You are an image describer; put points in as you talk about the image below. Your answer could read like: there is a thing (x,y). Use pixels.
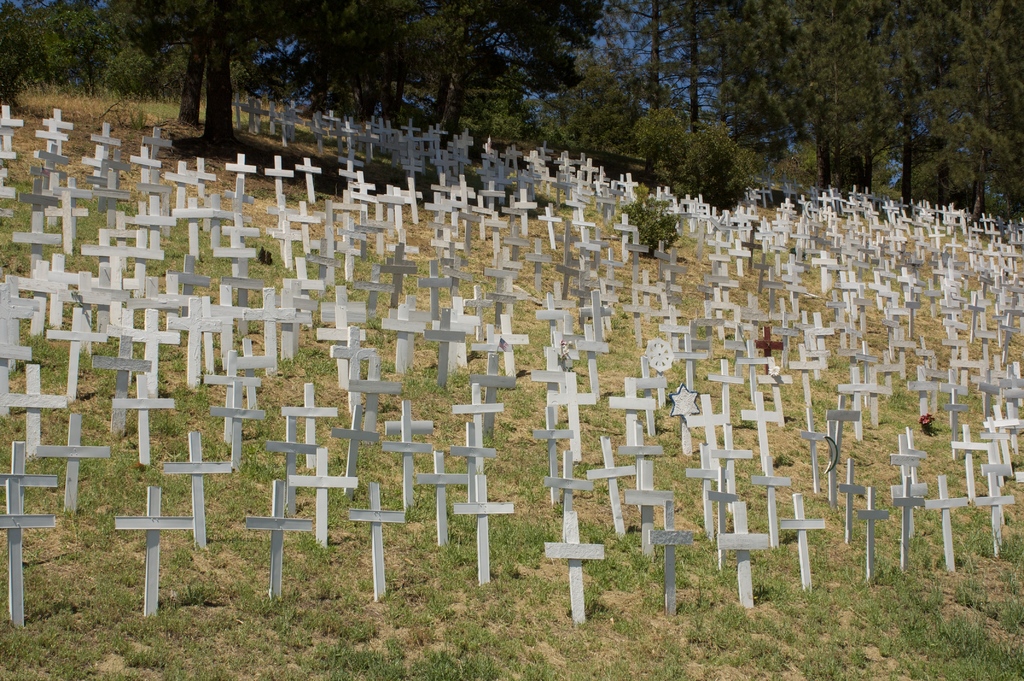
In this picture we can see cross symbols (87,277), grass (162,290), plants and trees (699,112). In the background of the image (647,43) we can see the sky (641,61).
